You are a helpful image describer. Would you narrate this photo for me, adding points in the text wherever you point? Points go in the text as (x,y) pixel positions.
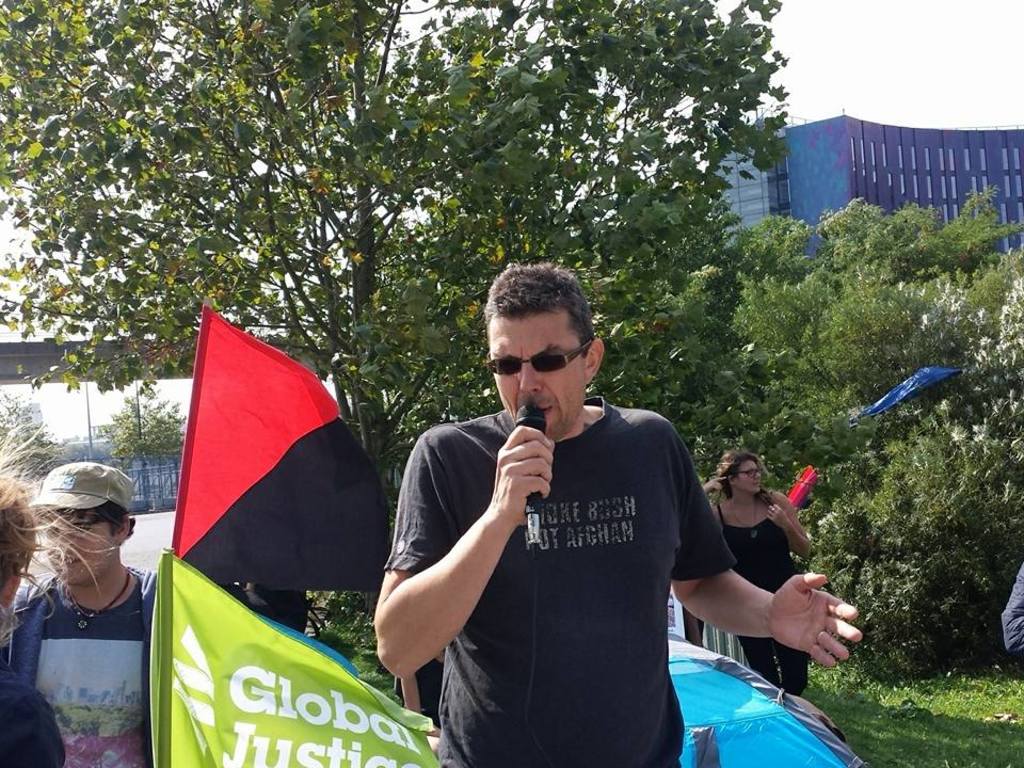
In this image I can see few people (36,740), few trees (364,178), few buildings (861,141) and few flags (349,577). I can also see he is holding a mic (539,421) and wearing shades (579,350). I can also see something is written over here.
